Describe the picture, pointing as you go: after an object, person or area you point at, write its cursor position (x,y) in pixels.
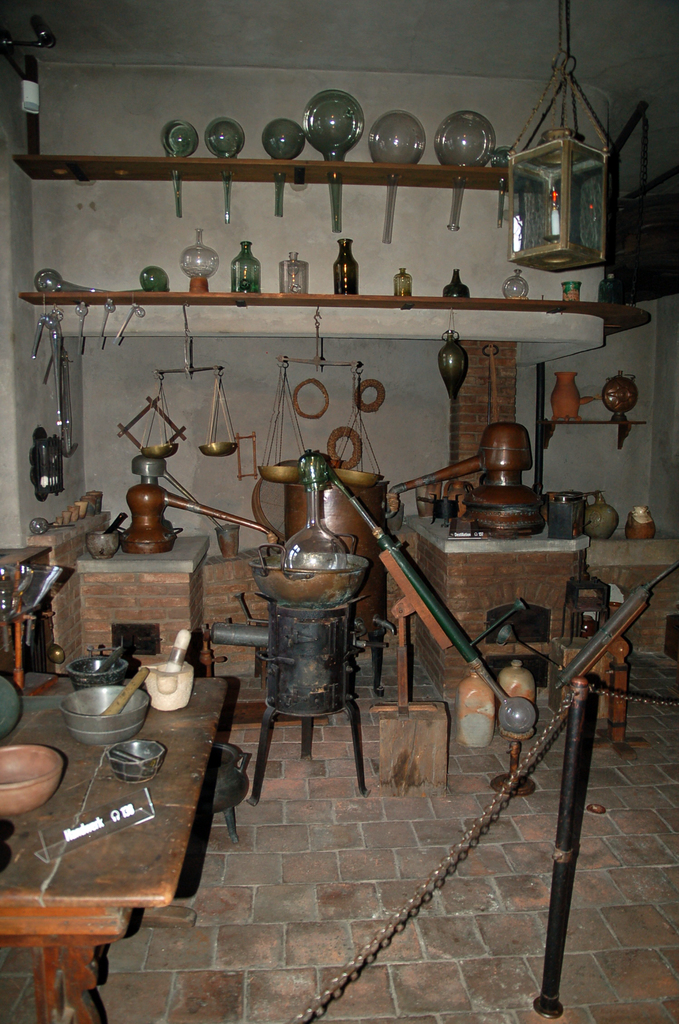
In this picture we can see a table (71,747) on the left side (174,847), there are some bowls (96,715) on the table (33,728), there are weighing balances (168,449) and other things (327,581) present in the middle (342,502), in the background (353,164) there are two shelves (354,175), we can see some bottles (250,253) and other things (455,145) on these shelves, on the right side (517,249) there is a glass box (568,223).
